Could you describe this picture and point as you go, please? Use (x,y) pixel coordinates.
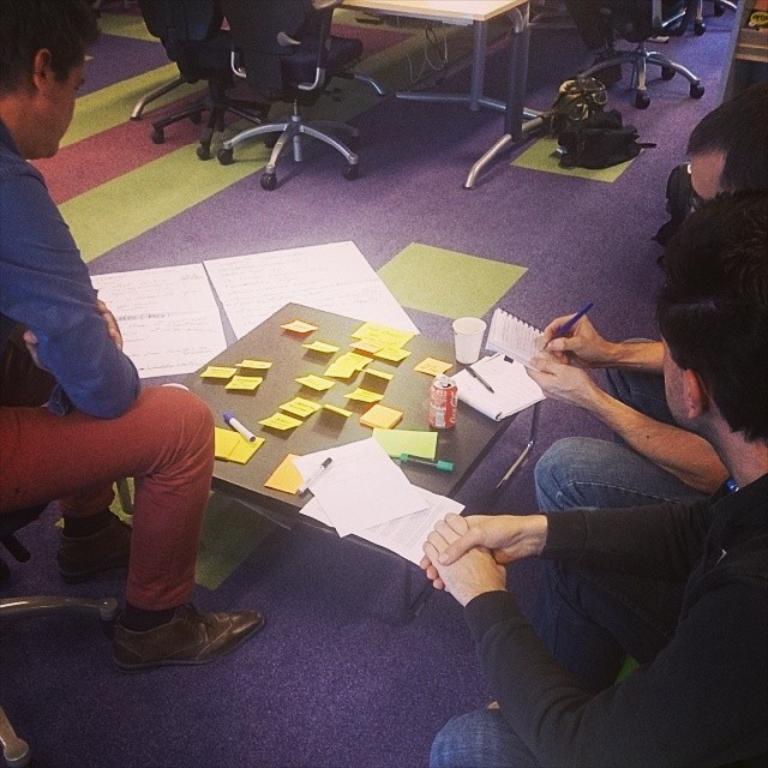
In this image there are group of persons (560,491) sitting around the table (303,442) and there are some papers (469,395) and coke tin (441,389) on top of the table (353,376).
